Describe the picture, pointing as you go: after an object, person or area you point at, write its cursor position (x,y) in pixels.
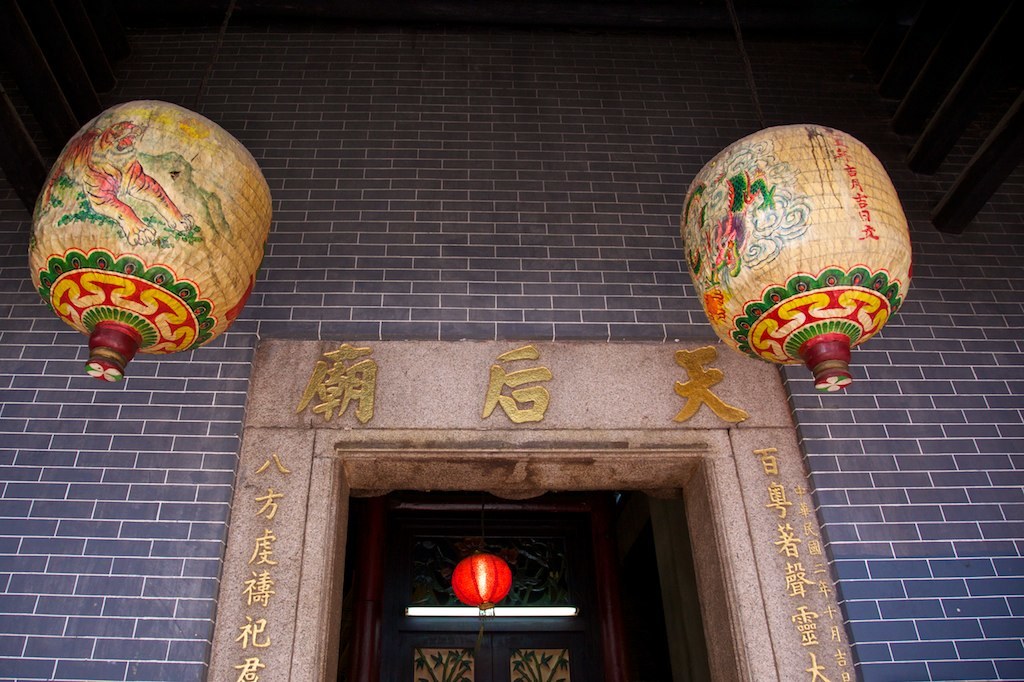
In this image I can see the building (444,290) which is made up bricks (519,220) which is violet in color and the entrance arch (299,509) which is cream in color. I can see two lamps (774,324) which are green, red and cream in color and a lamp (502,565) which is orange in color.
